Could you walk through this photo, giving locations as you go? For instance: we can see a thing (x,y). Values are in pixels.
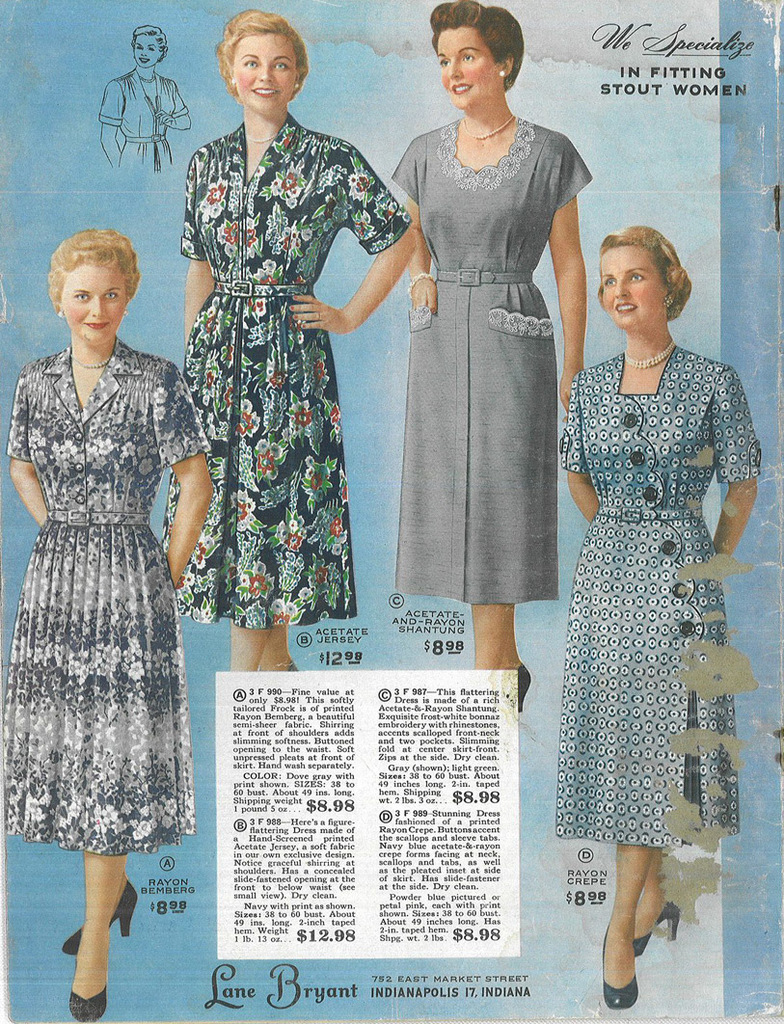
In this picture I can see a poster (261,502) with some text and few woman (266,545) standing and I can see text (667,56) at the top right corner (655,50) and at the bottom of the picture (401,883).
